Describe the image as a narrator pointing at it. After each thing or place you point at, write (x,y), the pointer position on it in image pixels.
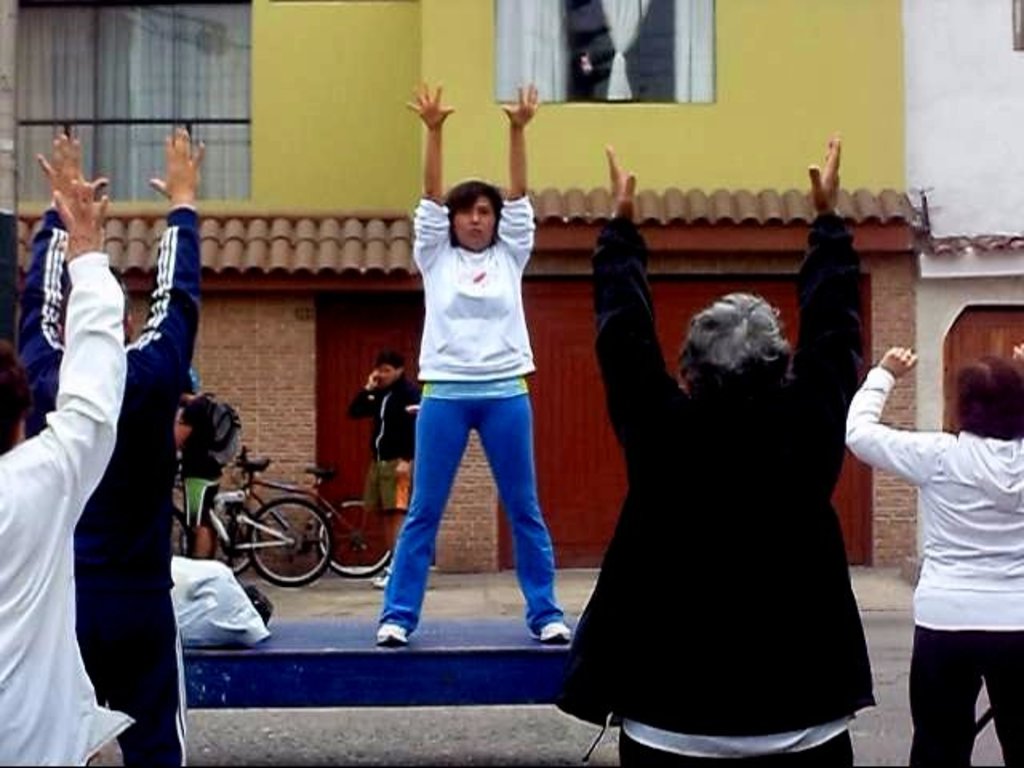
As we can see in the image there are buildings (314,130), window (600,59), curtains (226,62), few people (959,482) here and there and bicycles (230,491).
